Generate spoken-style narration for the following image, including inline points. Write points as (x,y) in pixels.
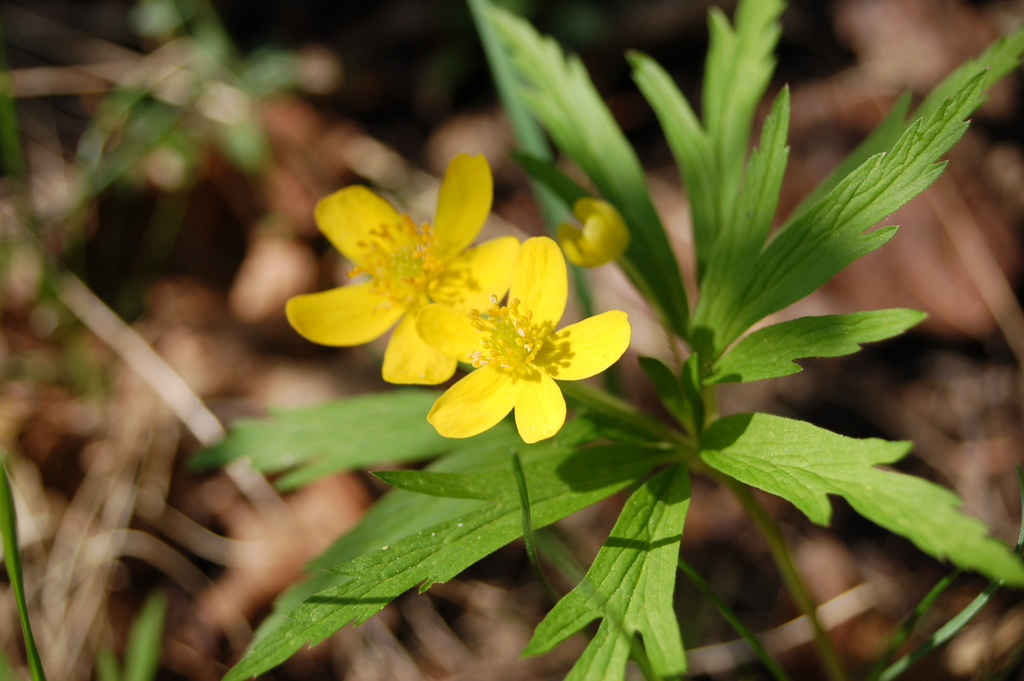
In this image there is a plant (745,372) for that plant (526,336) there are flowers (526,336), in the background (942,344) it is blurred.
